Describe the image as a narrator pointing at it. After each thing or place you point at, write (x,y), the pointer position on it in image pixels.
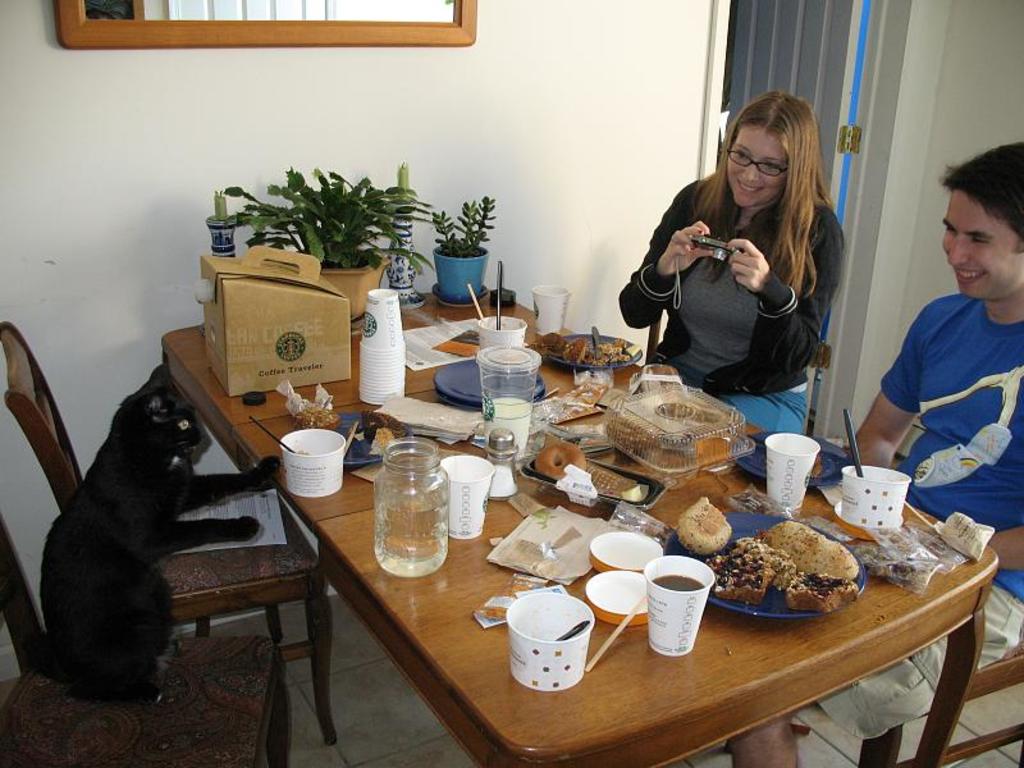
In this picture we can see two persons (1011,324) are sitting on the chairs (1016,737) besides the table (634,684). And there is a cat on the chair (29,672). Here we can see some food (798,592) on the table (554,695). And these are the cups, bottles (407,486) on the table (499,699). And there is a plant (371,180). And this is the wall (543,85). Here we can see a door (785,48).
